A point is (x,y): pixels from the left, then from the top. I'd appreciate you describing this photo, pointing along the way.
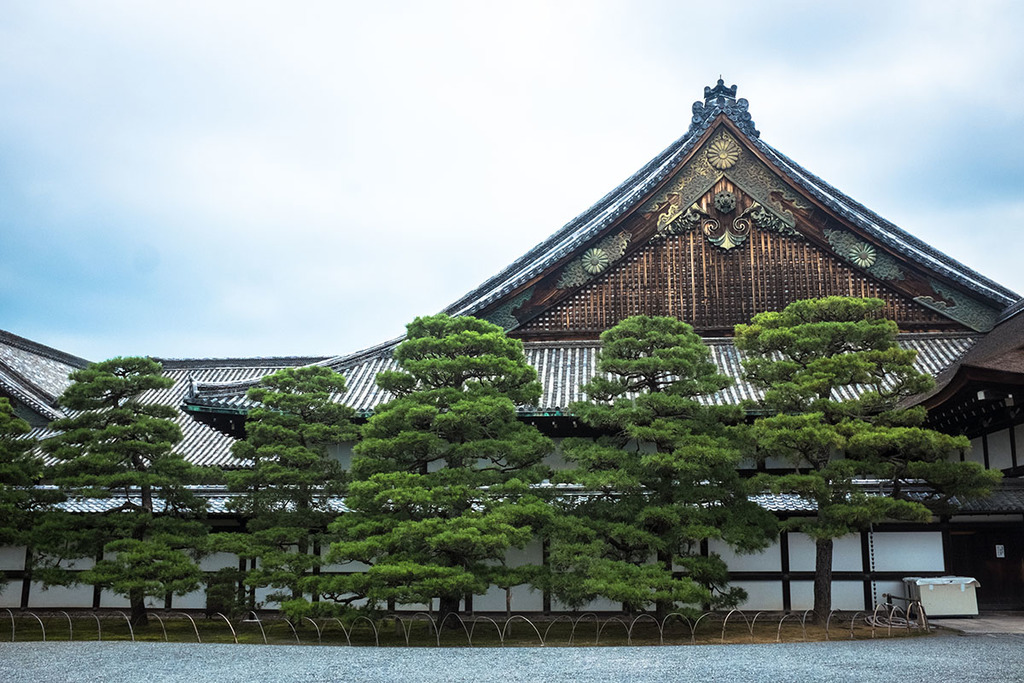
This picture is clicked outside. In the foreground (967,603) we can see the metal rods (925,622), a box (966,590) and trees (717,471) and we can see the house (652,200). In the background (149,68) there is a sky (267,68).
